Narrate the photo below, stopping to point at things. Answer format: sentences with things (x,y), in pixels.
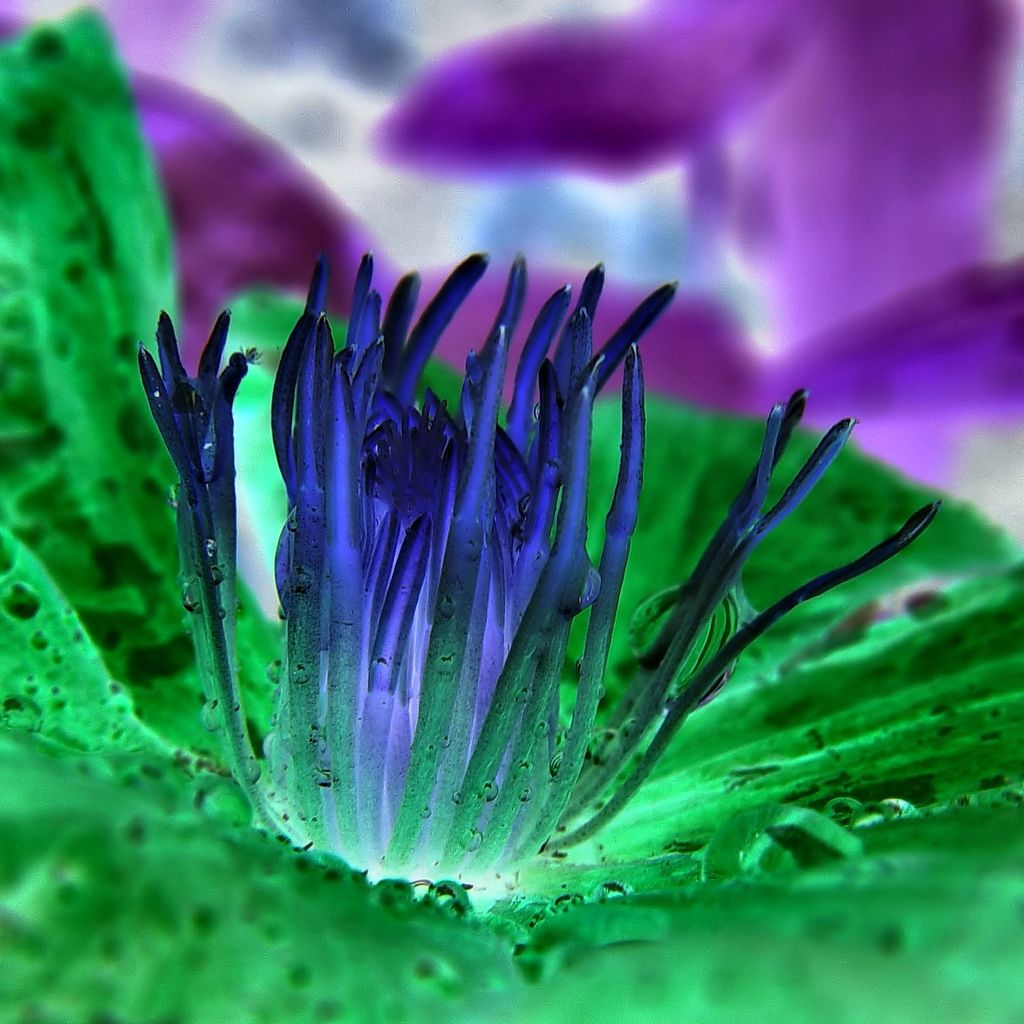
At the bottom (248,836) we can see a flower (338,485). In the background (502,124) the image is not clear but there are objects (719,243).
